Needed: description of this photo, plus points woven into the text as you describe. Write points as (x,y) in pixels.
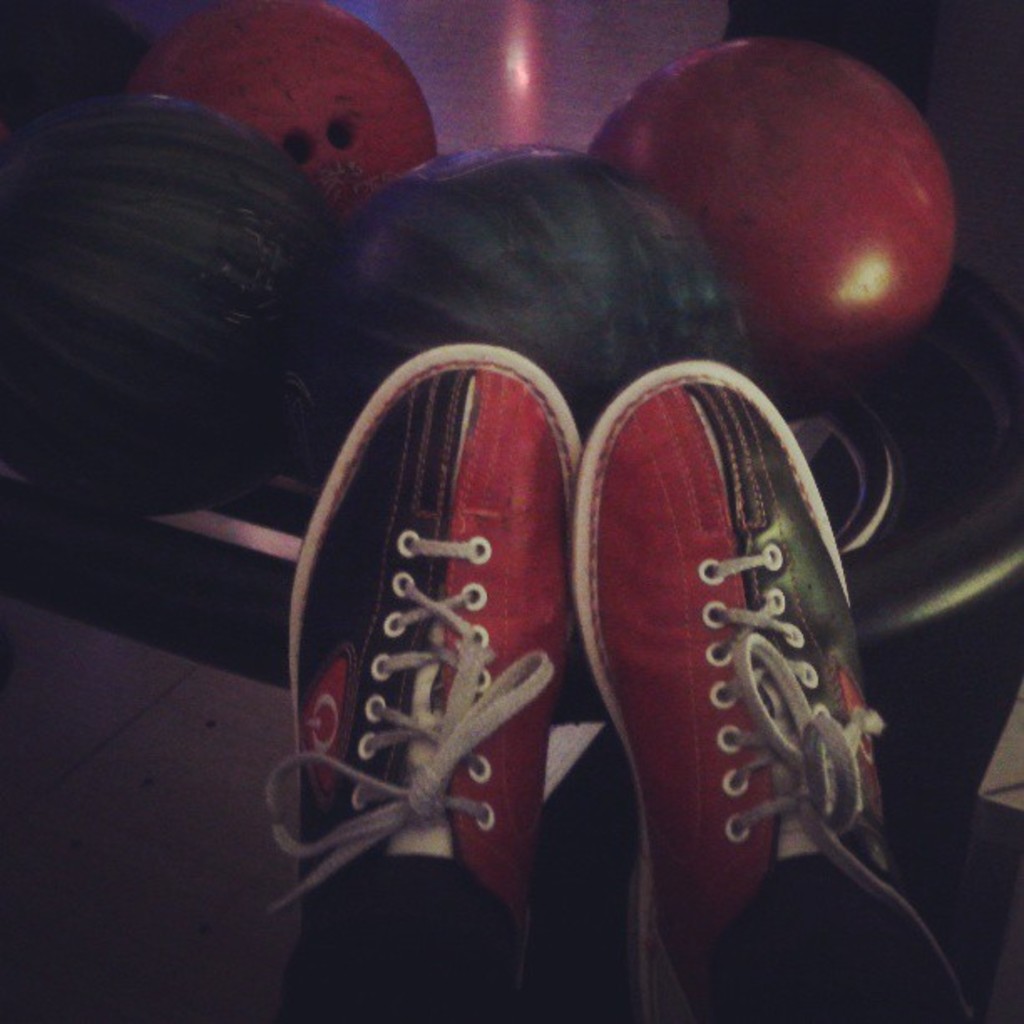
In this image there is a pair of shoes (473,627). Behind the shoes (431,392) there are balls (468,207) on a rack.
